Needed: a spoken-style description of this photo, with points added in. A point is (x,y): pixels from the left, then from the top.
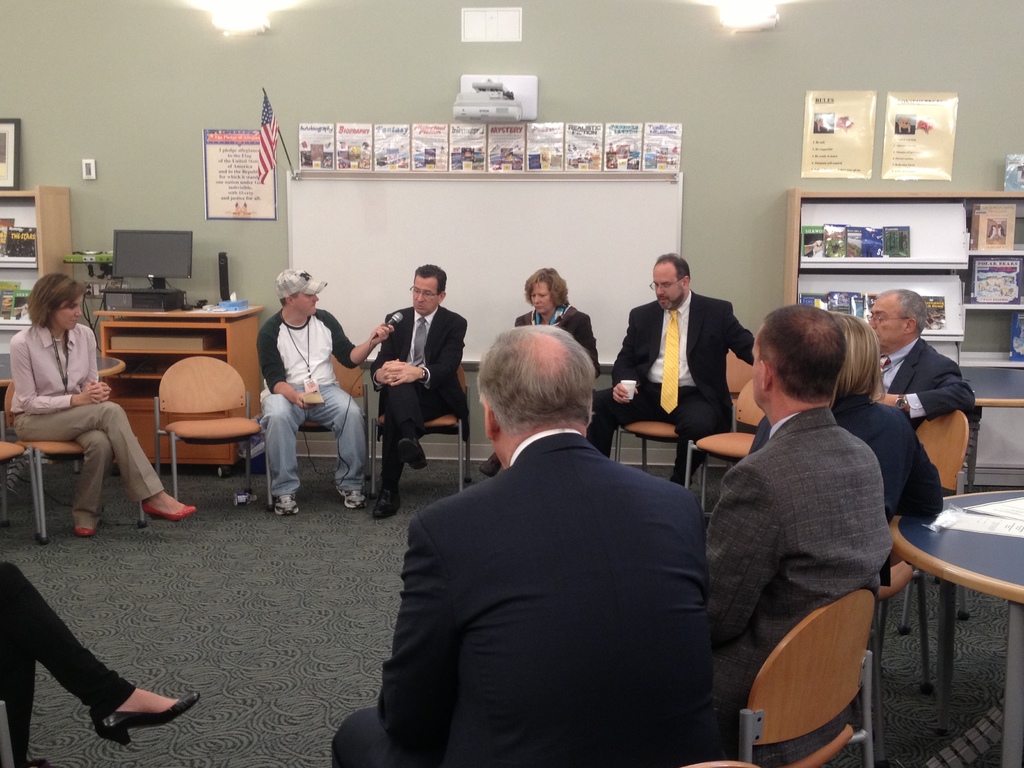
In this image i can see a group of person (680,571) gather and back side of them there is wall (176,116) and there is table (152,352) on the left corner (139,352) and on the table (129,323) there is a system (142,264) and there is a rack (11,273) on the left corner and there are the some photo frames (936,111) attached to the wall (726,205).
